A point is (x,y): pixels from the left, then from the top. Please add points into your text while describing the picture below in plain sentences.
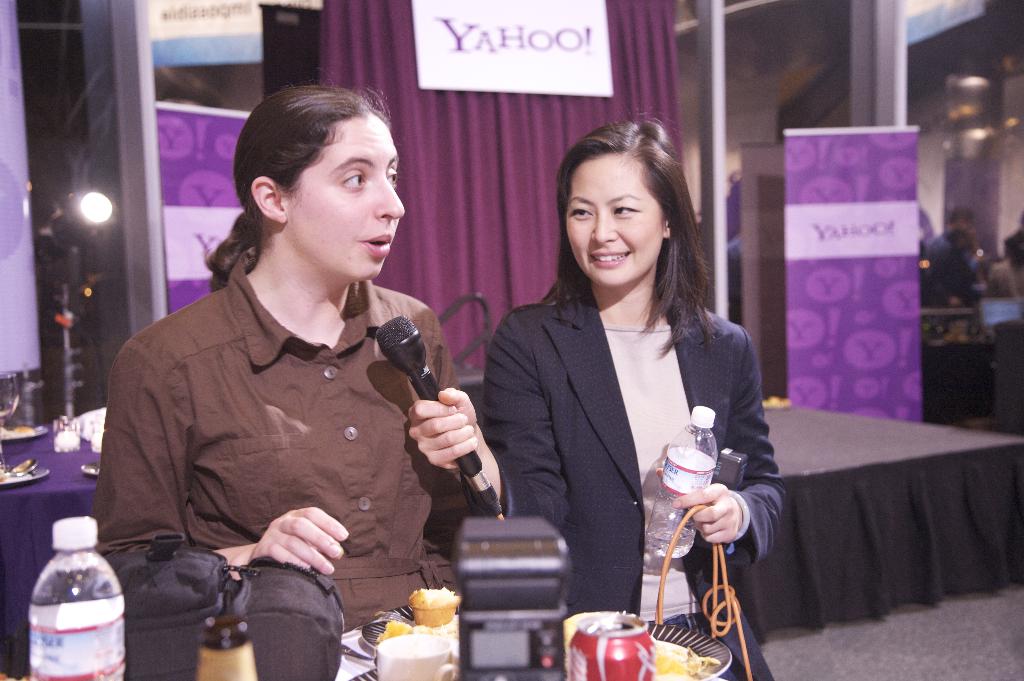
This picture there are two women (751,642) standing. One Woman (628,513) at the right side (770,427) is holding a bottle (652,540) and wire (712,638) with one hand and mike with the other hand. Before them there is a bottle (93,656), bag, cup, coke can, plate (686,640) having some food (679,652). At the back of them there is a curtain (661,0) and name plate (559,80) written with the text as yahoo. At left side (19,551) there is a light stand (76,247) and a table (7,579) having plates (36,430), spoons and glasses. At the right side (925,261) there are few people (934,270).
